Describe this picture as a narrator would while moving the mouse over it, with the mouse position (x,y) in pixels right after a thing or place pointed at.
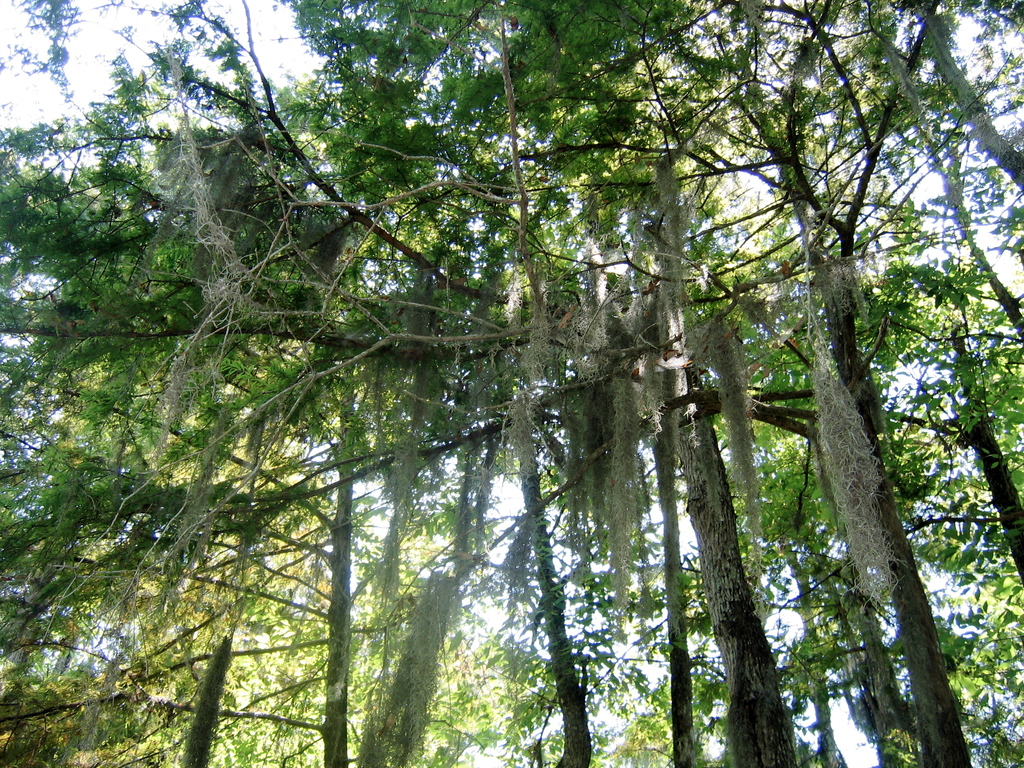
In this image there are so many trees (288,379).
